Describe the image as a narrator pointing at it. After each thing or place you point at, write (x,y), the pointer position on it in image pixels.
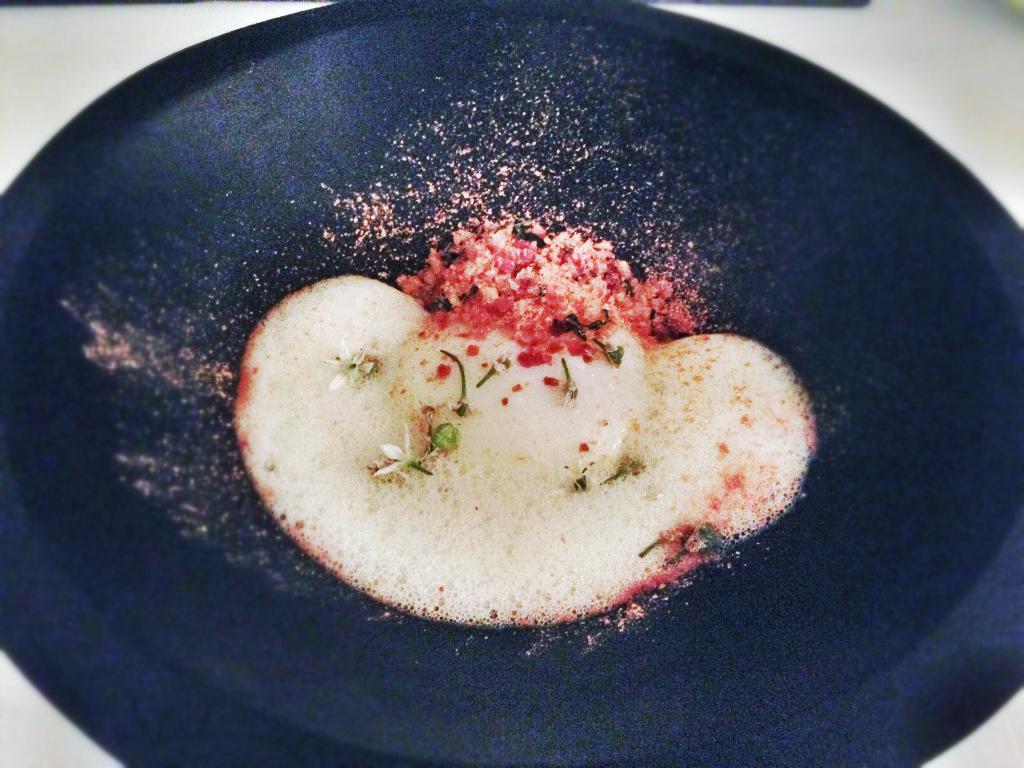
In the middle of this image (621,364), there is a foam (357,501) and some ingredients (507,220) in a blue color bowl (311,272). This bowl (280,286) is placed on a surface (55,734). And the background (1008,99) is white in color.
